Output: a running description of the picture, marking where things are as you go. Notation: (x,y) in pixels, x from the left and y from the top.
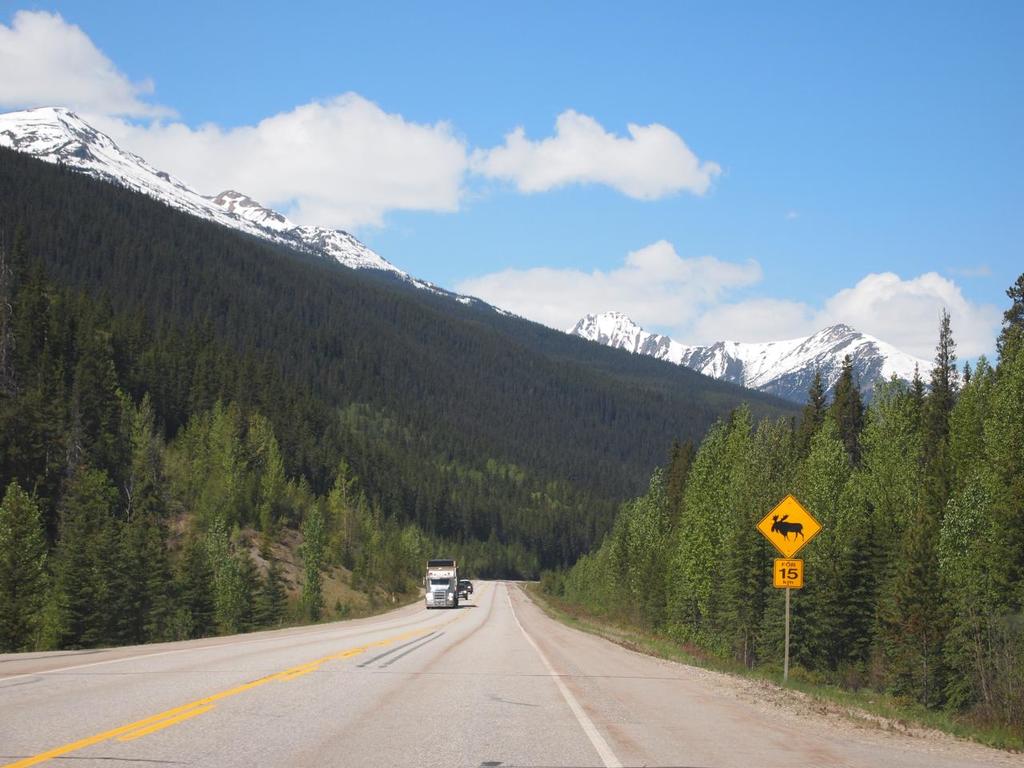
In this image, we can see trees (955,628), grass (581,621), pole (785,607) with sign boards (783,540), hills (803,354). At the bottom (490,752), we can see few vehicles (435,587) on the road (377,689). Background (877,321) there is a cloudy sky (567,175).
